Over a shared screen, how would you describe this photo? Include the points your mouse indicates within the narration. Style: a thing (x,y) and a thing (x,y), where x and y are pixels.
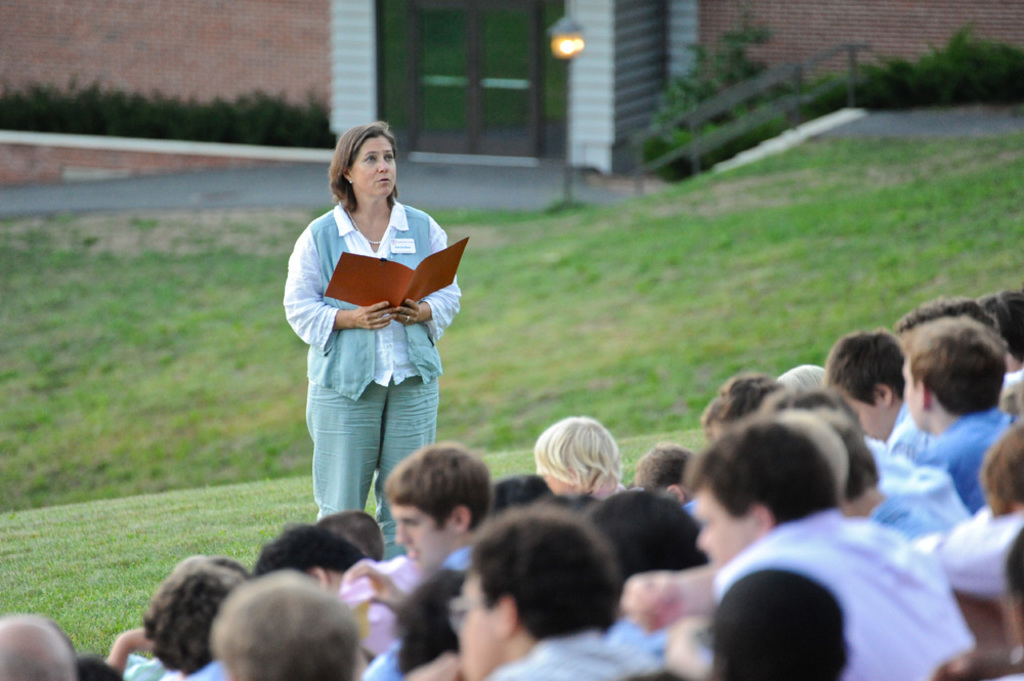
In this image I can see an open grass ground (64,283) and on it I can see number of people (895,347) are sitting. I can also see one woman (319,326) is standing and holding an orange colour thing (396,268). In the background (484,143) I can see a road (121,199), a building (142,28), a door (496,63), a light (550,29), number of plants (856,90) and railing (654,127). I can also see this image is little bit blurry in the background (554,149).
